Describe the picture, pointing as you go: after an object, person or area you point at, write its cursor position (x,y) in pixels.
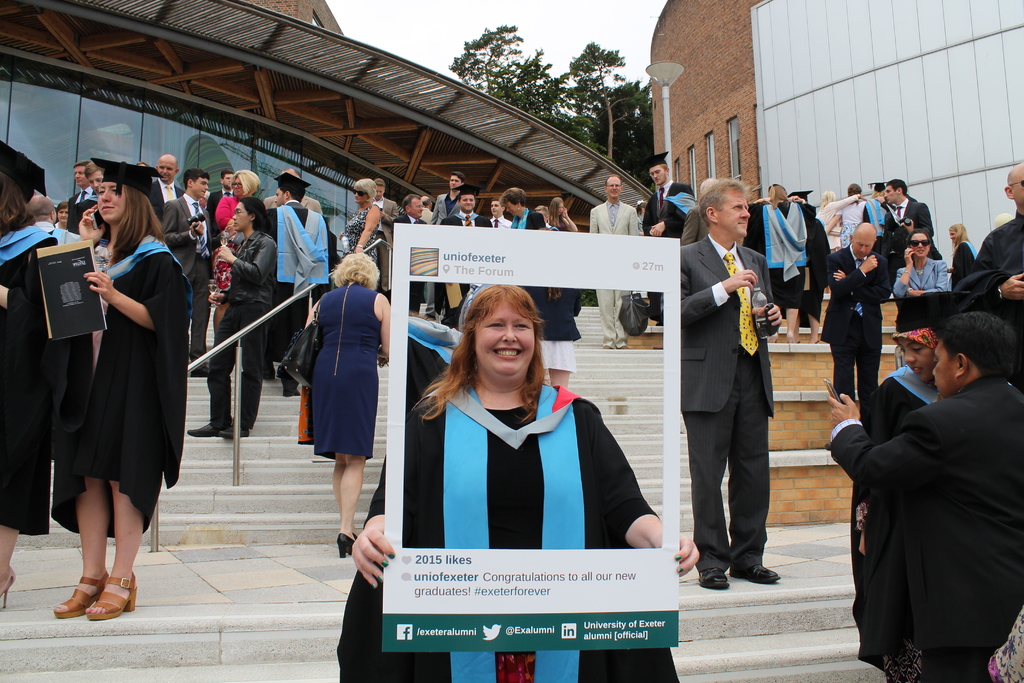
In this image I can see group of people (759,412), some are standing and some are walking. In front (613,564) the person (527,474) is holding the board (625,561) and the person (460,471) is wearing black and blue color dress (593,493). In the background (691,173) I can see the light pole (668,74) and I can also see the building (712,45) in brown color, few trees (484,58) in green color and the sky (401,31) is in white color.
